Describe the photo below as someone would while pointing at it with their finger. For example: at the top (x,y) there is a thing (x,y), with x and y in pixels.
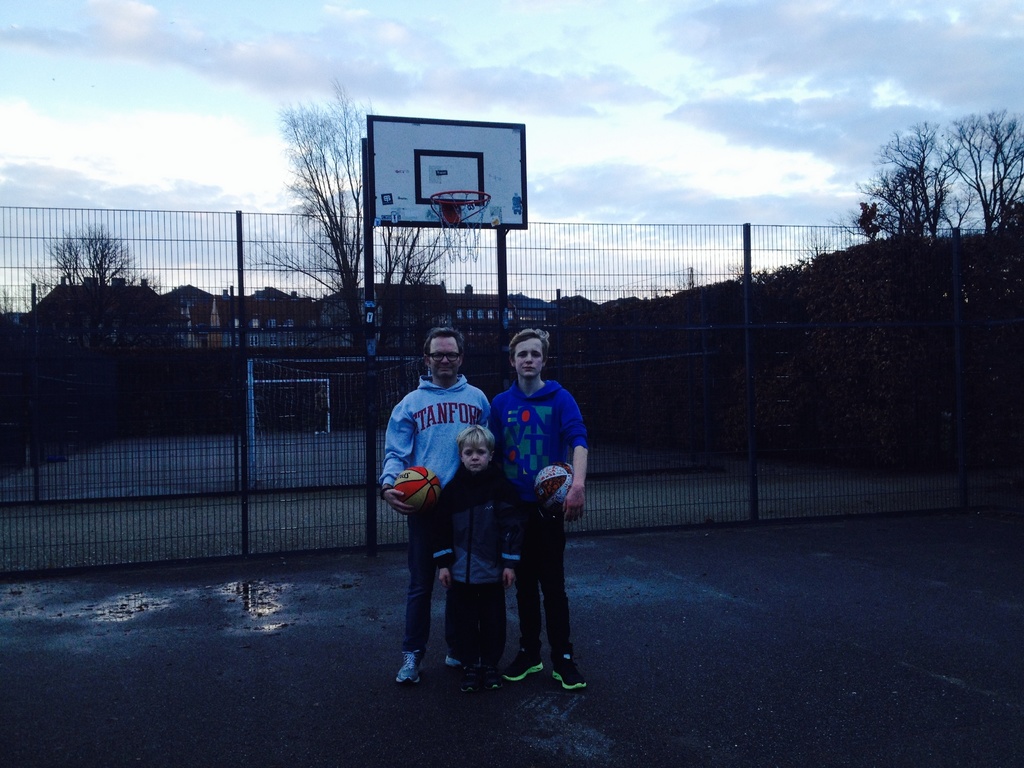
In this image there are two men (443,388) and a boy (490,533) standing in a basketball court (62,638), two men (408,542) are holding basketballs (553,479) in their hands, in the background (44,213) there is a fencing (13,253), trees (667,307), houses (400,324) and a sky (506,25).
